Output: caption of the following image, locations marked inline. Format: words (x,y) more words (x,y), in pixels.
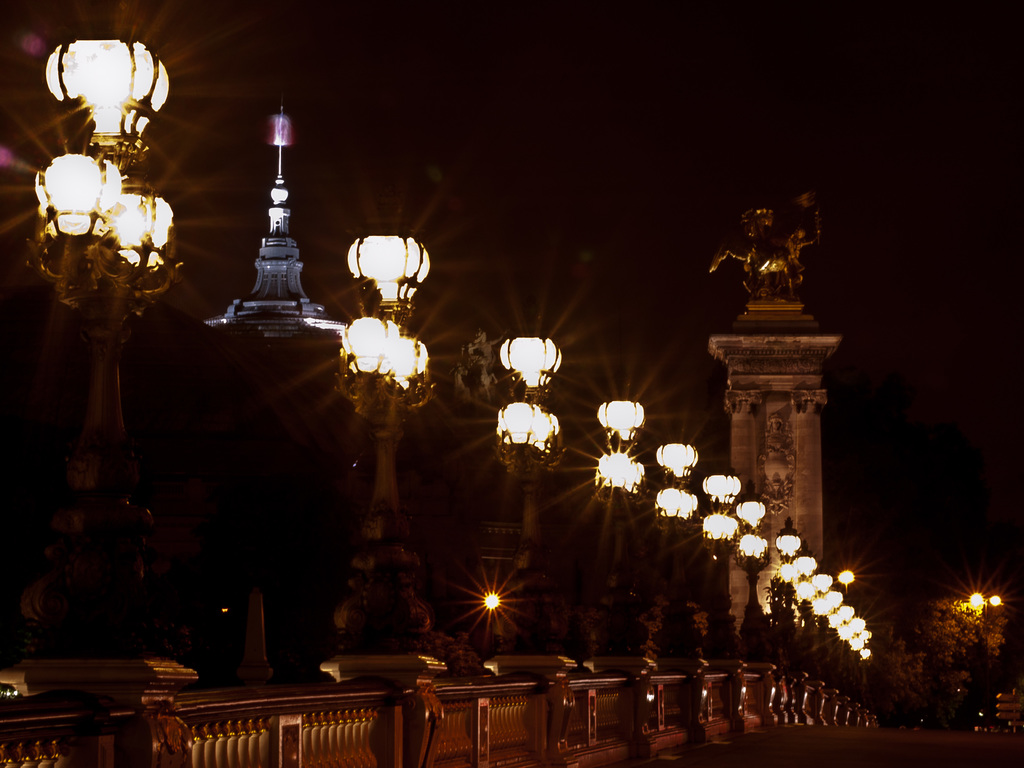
In this image I can see number of poles (61,557) and number of lights (865,655). I can also see a sculpture (800,231) on the right side (789,209) and a building (247,380) on the left side of the image (264,261). On the bottom right side of this image (872,754) I can see a road (1000,741) and a tree (943,687). I can also see this image is little bit in dark.
